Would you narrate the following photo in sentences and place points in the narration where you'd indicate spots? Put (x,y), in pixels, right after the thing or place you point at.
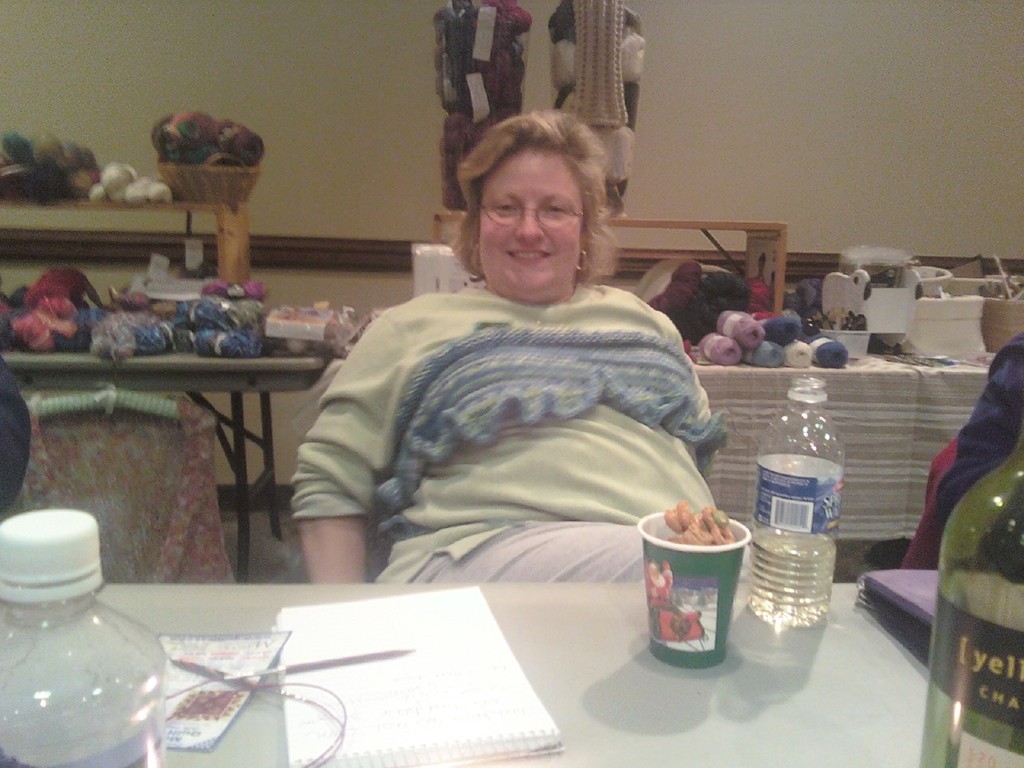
This person (671,462) sitting on the chair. We can see bottles (964,595), box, book (468,652), pen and things (717,651) on the table (658,679). On the background (701,63) we can see wall (822,71).
